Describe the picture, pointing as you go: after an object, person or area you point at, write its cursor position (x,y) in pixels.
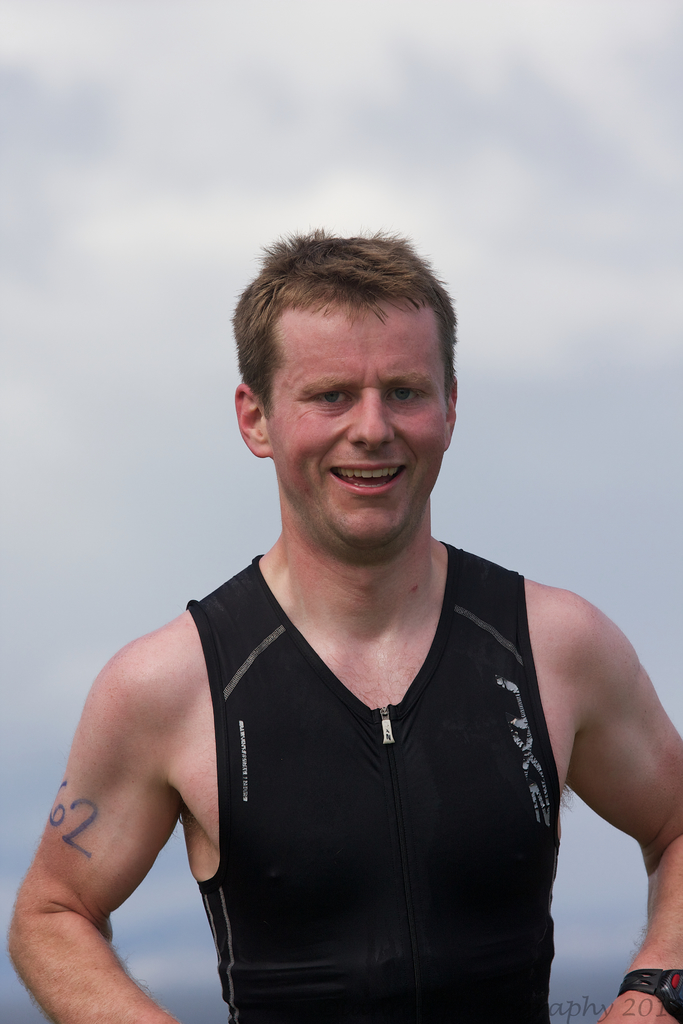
In this image we can see a person (266,676) smiling and in the background (666,500), we can see the sky (554,325).
